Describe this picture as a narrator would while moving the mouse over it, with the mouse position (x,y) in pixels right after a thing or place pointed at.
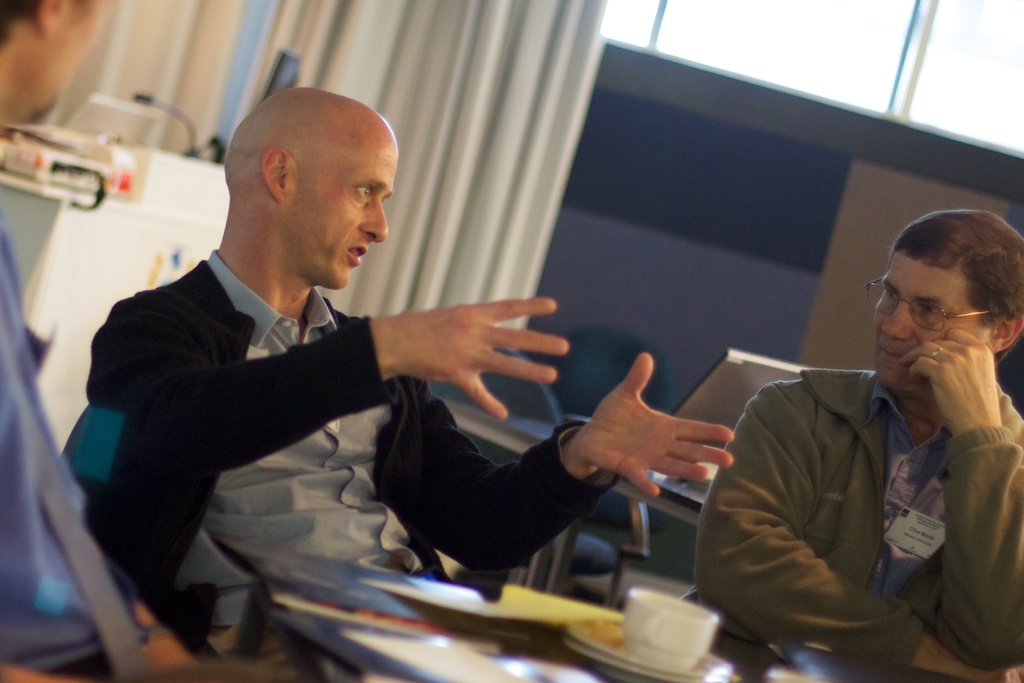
In this picture there is a man (363,250) who is wearing black jacket (384,433) and grey shirt (330,478). besides him there is another man (957,409) who is wearing green sweater (954,498), blue shirt (921,463) and spectacle (932,321). Both of them are sitting near to the table (797,671). On the table (853,669) we can see files (408,636), papers (486,655), saucer (645,682) and cups (658,646). On the left (13,72) there is another man (71,604) who is sitting on the chair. In the background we can see the chair (631,360), table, cloth (474,248) and wall (762,277). On the top right (976,98) we can see the sky (842,20) through the window (860,55).
